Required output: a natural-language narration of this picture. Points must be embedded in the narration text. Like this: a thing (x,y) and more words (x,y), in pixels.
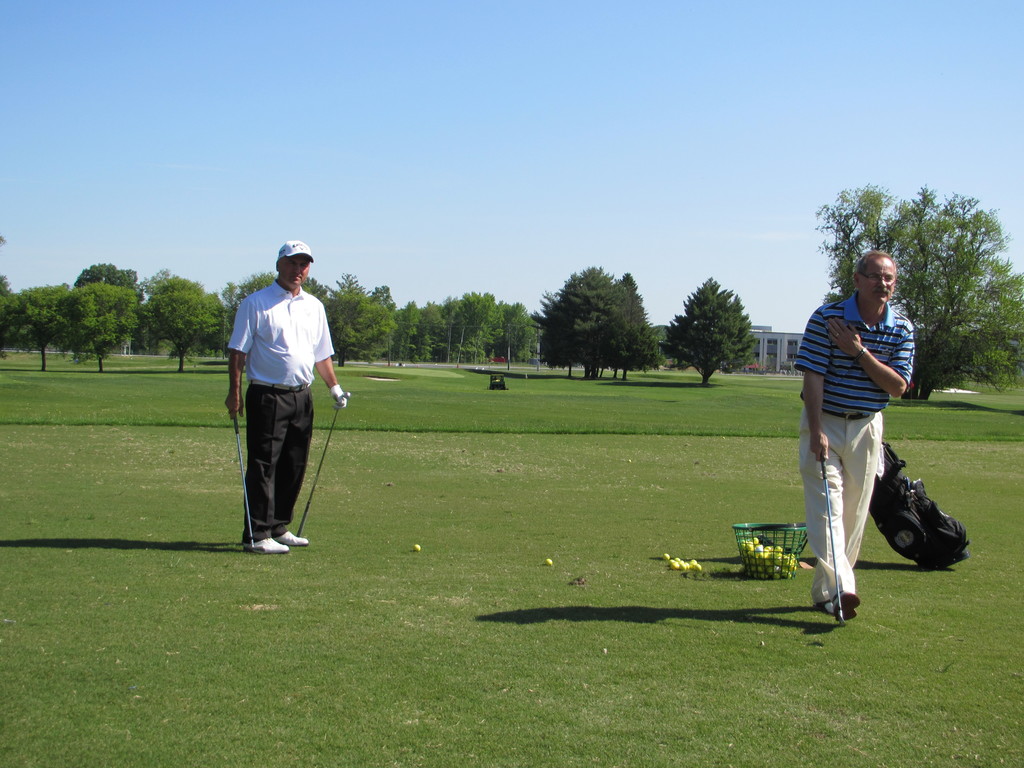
In this picture there is a man (309,335) who is wearing white t-shirt (280,309) and shoes (278,540). He is holding two sticks (237,440). Besides him I can see many balls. On the right (803,363) there is a man (883,276) who is standing near to the bag (881,529). In the basket (766,532) I can see many yellow balls (772,564). In the background (594,419) I can see the golf ground (561,614). In the background (612,405) I can see many trees (684,360), plants (708,364), grass (645,372), building (764,356) and other objects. At the top (536,21) I can see the sky (620,86).
